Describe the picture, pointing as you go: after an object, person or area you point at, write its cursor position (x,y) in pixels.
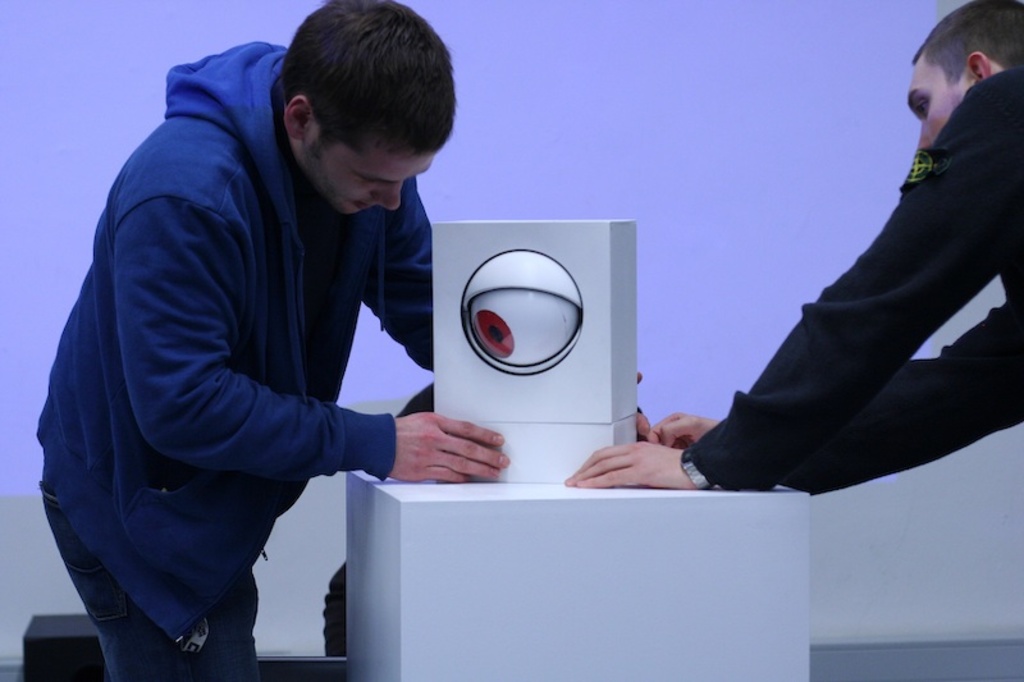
Here we can see two men (743,445) and there is a box (627,294) on a platform (535,527). On this box (619,325) we can see an eye (520,344). In the background (604,160) there is a screen (591,124).
